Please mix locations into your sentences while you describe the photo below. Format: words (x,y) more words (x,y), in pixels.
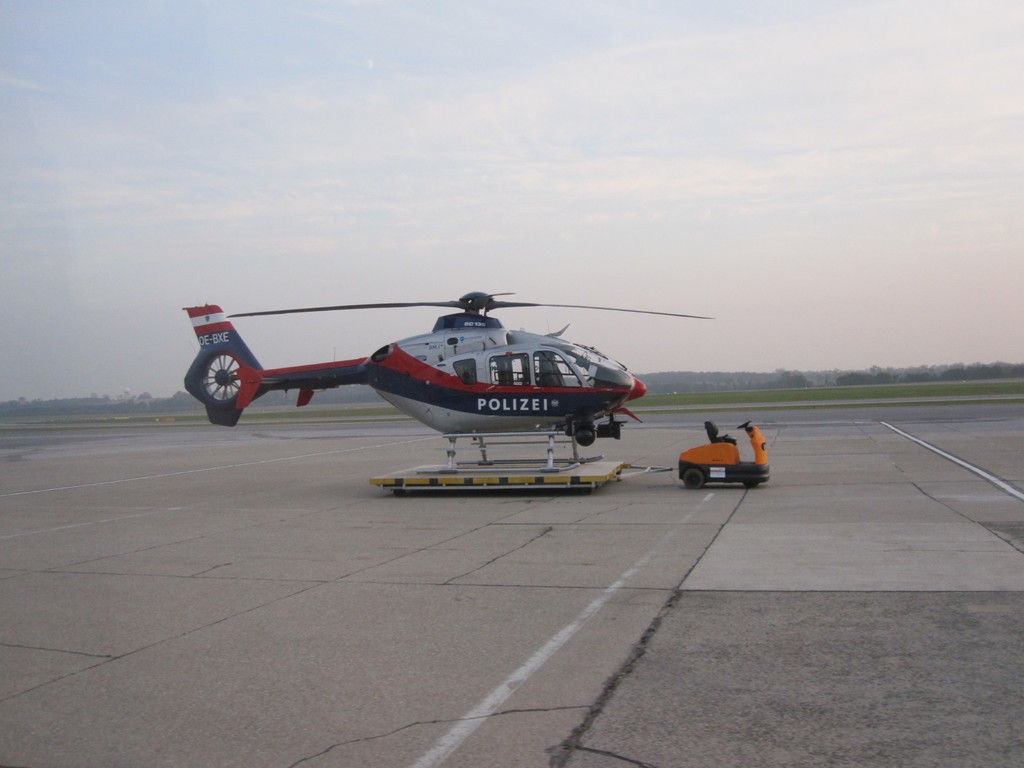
In this image there is a helicopter (483,391) on a board (510,484). The board (526,478) is on the ground (363,575). In front of the helicopter (609,410) there is a vehicle (733,465). The board (618,468) is attached to the vehicle (712,468). In the background (765,390) there are trees (73,411) and grass (753,398) on the ground (775,398). At the top (442,103) there is the sky (363,123).
